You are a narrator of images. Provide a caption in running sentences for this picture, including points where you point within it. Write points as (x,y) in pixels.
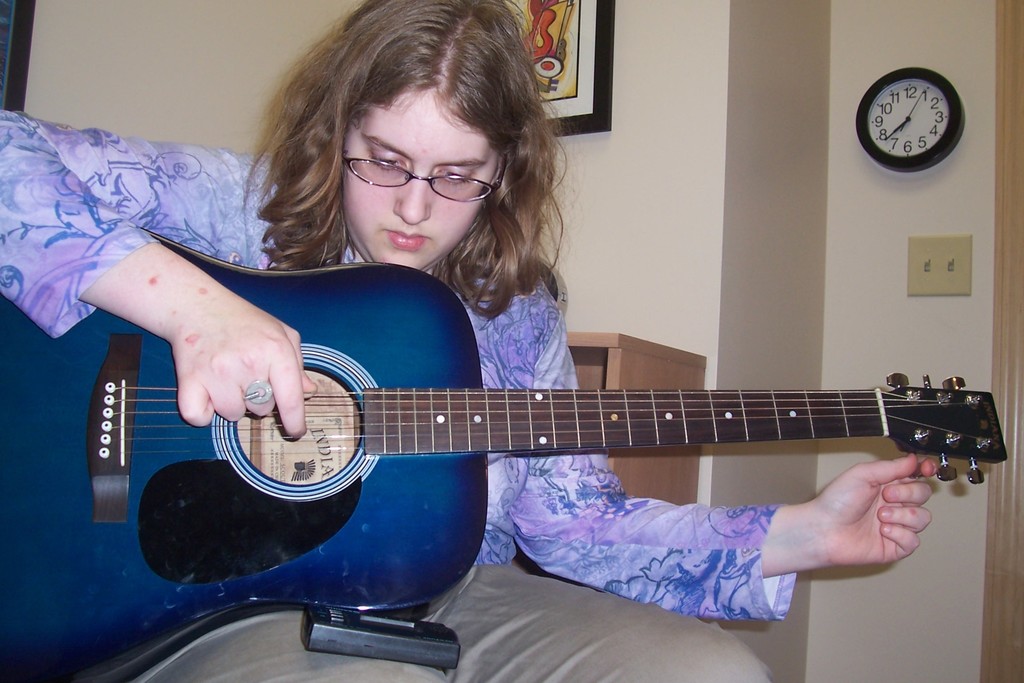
In this image, woman (502,361) is playing guitar (544,439). She wear colorful shirt (580,515). And she wear glasses (455,190). She leaves her hair (528,218). Here we can see wooden table (661,371) near wall (670,317). And here clock (887,140). there is a photo frame (569,68) here.
